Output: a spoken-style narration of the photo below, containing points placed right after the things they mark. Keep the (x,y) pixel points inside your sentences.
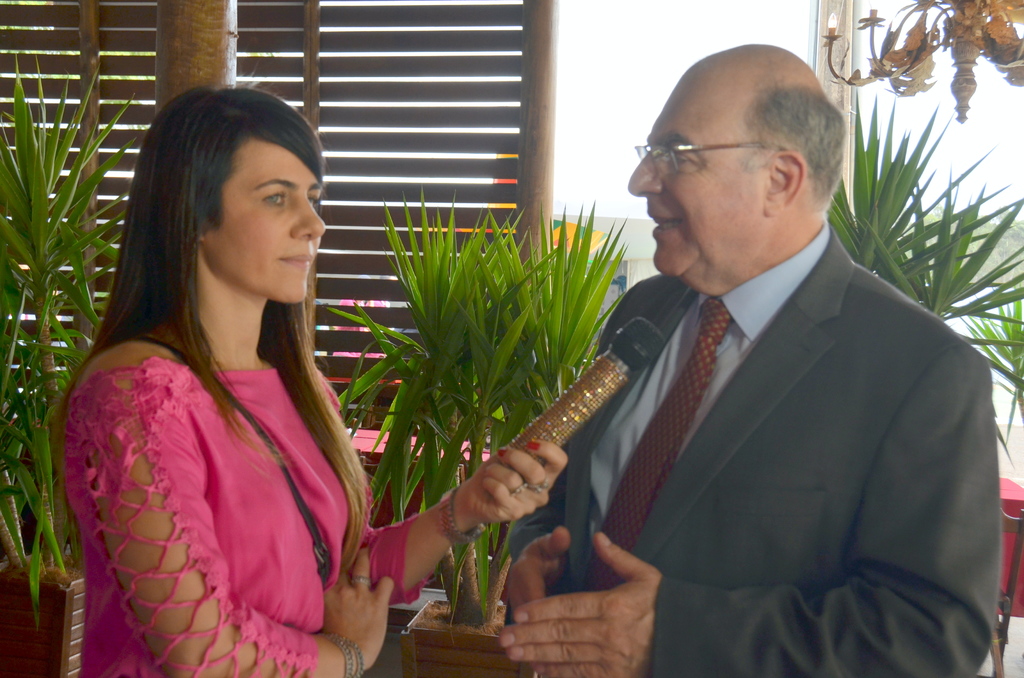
This is the man (692,304) and woman (203,622) standing. This woman (451,526) is holding a mike (651,349) in her hand (557,449). I can see the flower pots (432,636) with the plants (509,366) in it. At the top right side of the image (969,55), that looks like a lamp (959,67). I think these look like a wooden door (385,64).
